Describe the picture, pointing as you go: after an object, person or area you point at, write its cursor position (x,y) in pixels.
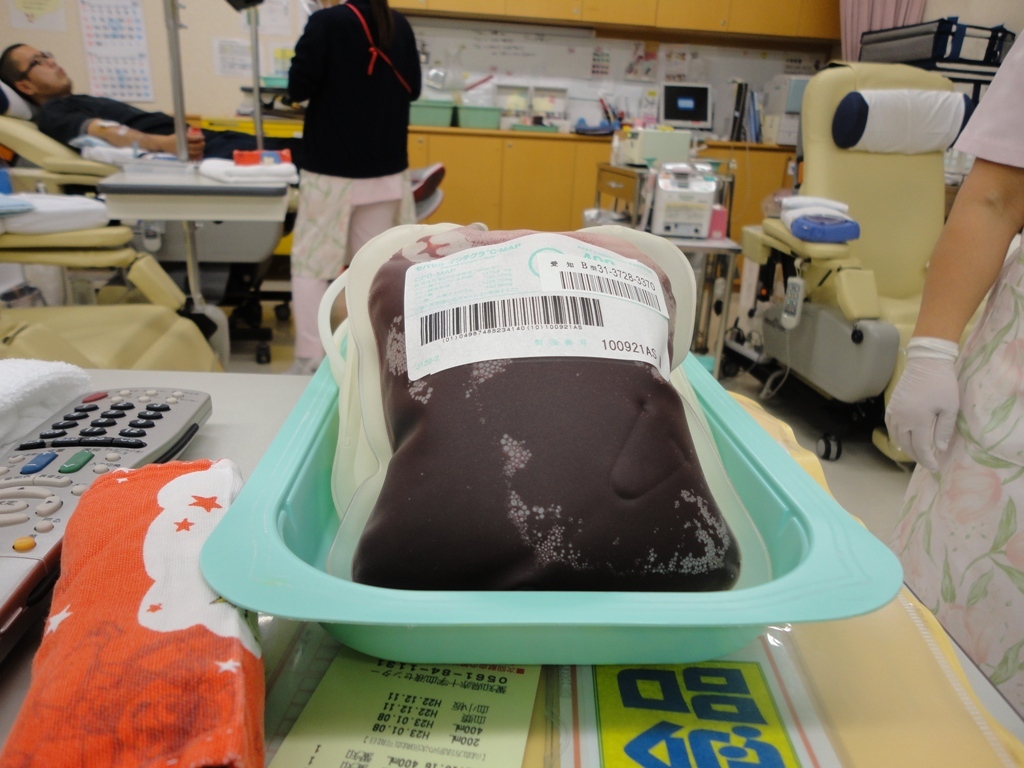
In this image there is a table (880,721), on that table (308,628) there is a tray (703,598) in that tray (739,422) there is blood packet (572,482), beside that tray (253,584) there is a remote (14,565) and a cloth (162,604), on the right side (977,352) there is a person (977,352) standing, beside the person (949,269) there is a chair (839,360), in the background (28,173) there is a bed (13,169) on that bed (28,173) a man (113,125) lying, beside the bed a woman (355,67) standing.
